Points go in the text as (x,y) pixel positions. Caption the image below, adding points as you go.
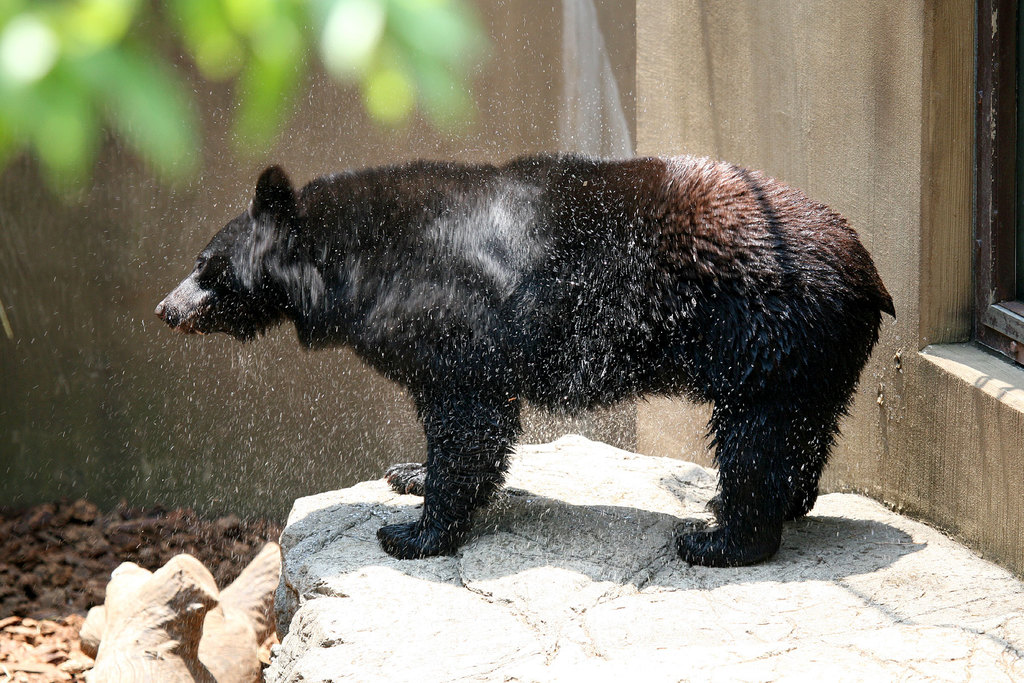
In the center of the image (501,296), we can see bear (459,359) on the rock (493,535) and in the background (669,71), there is a window (976,247) on the wall (652,70) and we can see some leaves (78,90) and logs (264,612).
